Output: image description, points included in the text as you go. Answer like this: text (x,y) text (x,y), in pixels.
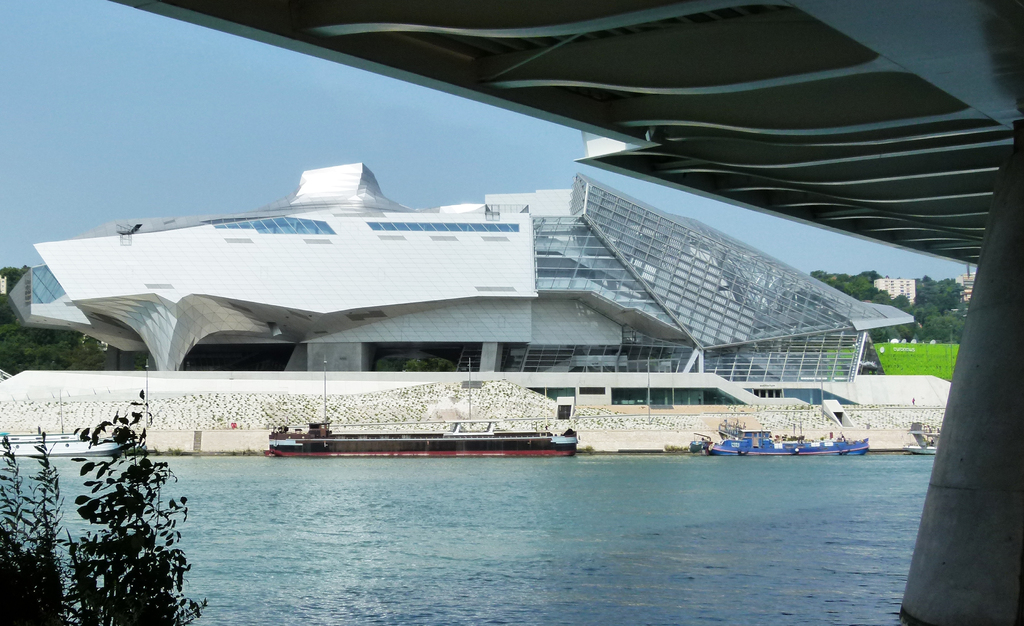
At the bottom of the image (380,523) I can see the water (440,500). It is looking like a sea (588,509) and there are some boats (760,452). In the background (786,302) there are some buildings (769,304) and trees (945,290). On the right side (980,389), I can see a pillar (961,460) in the water (861,545). It is looking like a bridge (709,55). On the left bottom of the image (79,544) there is a plant (145,550). On the top of the image (141,75) I can see the sky (138,136).
